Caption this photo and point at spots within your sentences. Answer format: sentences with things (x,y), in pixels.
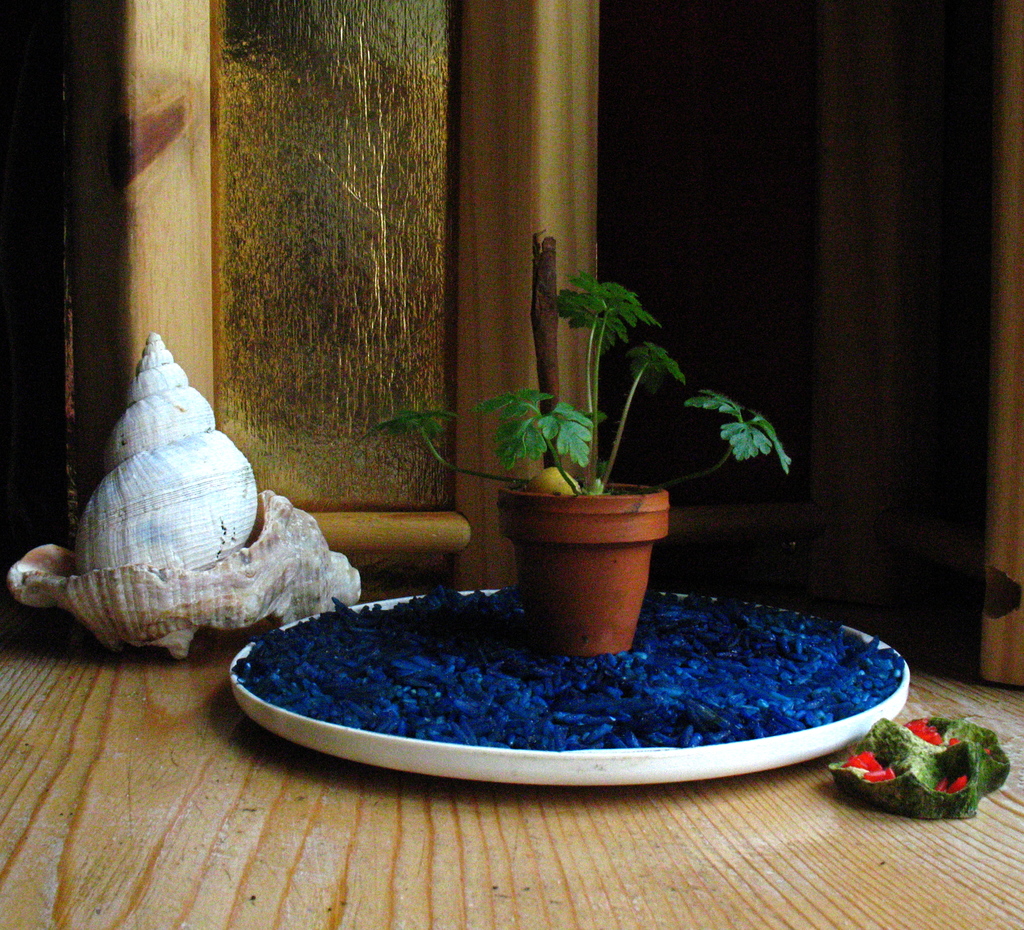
In this picture we can see a house plant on a decorative item (586,688). There is a green and a red object (880,755) on the floor (889,857). We can see a seashell (211,580) and wooden objects (315,468) in the background (142,527).
